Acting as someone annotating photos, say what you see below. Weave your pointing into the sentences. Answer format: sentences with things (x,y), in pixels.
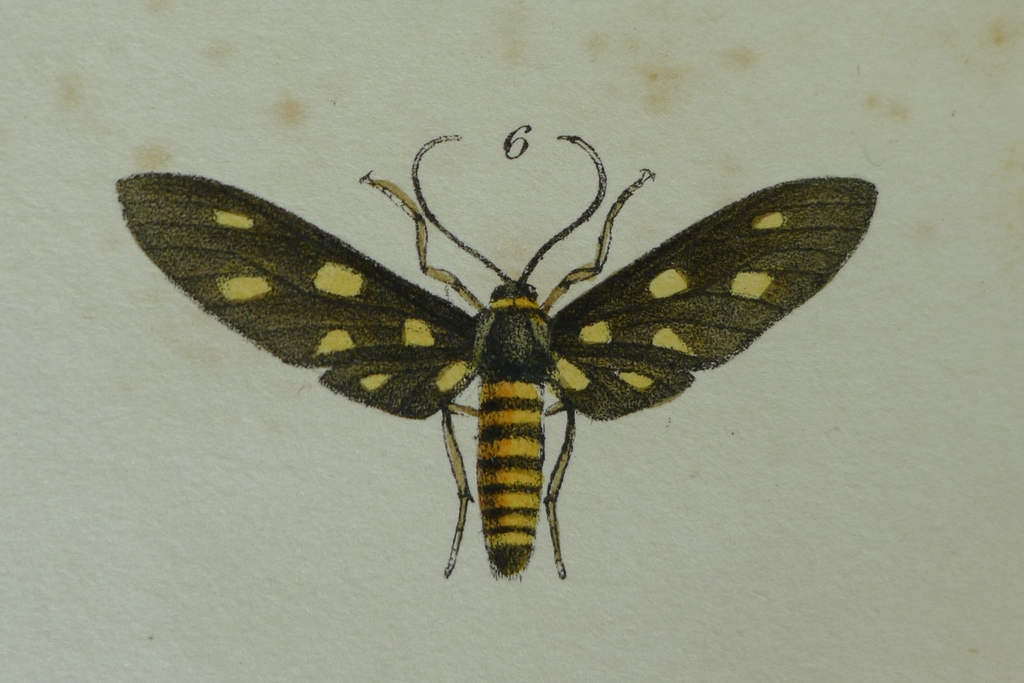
In this image we can see a sketch (483,496) of a moth (416,398) on the paper (130,521).
